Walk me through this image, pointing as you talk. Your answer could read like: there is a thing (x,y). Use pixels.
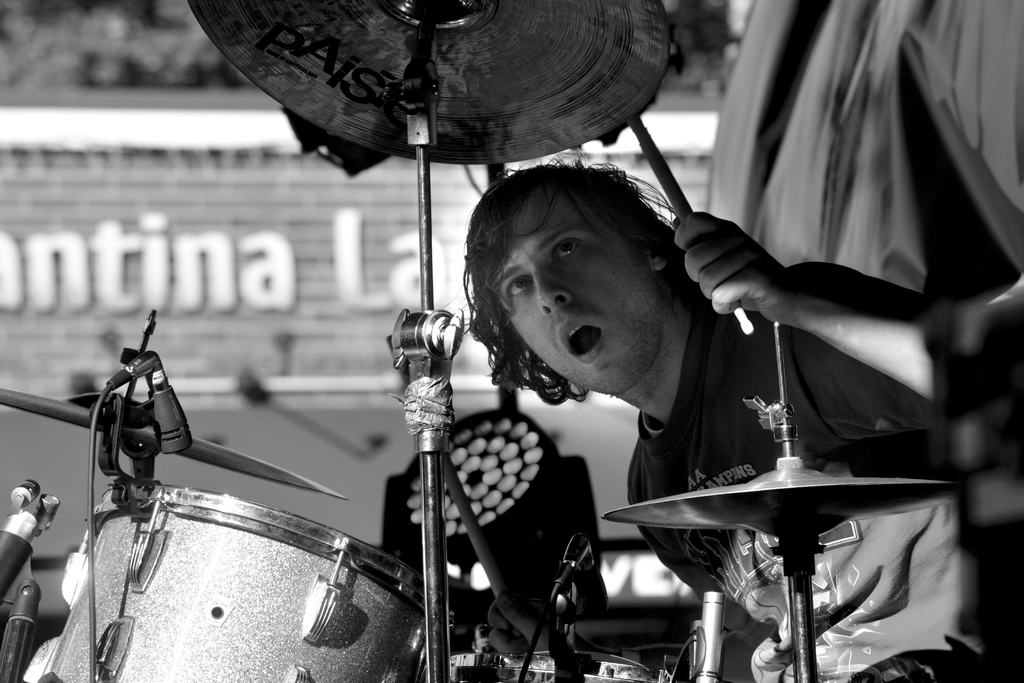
In this picture there is a boy (505,603) who is sitting at the right side of the image (702,345), holding the musical instrument (673,198) in his left hand (684,221) and there is drum set (141,676) in front of the boy (592,319), the boy (599,354) is expressing something with his face expression (593,362).
